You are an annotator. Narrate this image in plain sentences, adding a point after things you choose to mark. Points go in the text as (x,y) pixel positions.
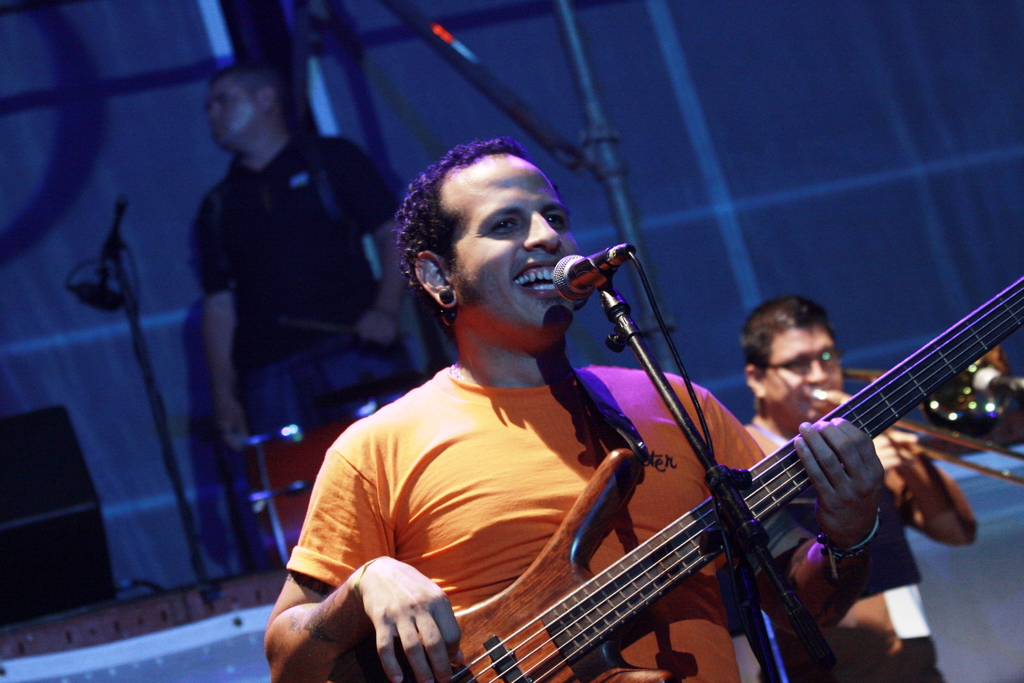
There is a man (528,411) standing, singing and playing guitar (561,620). There is a mic (592,285), in front of him. In the background (777,413) there is another person (797,317). He is playing an instrument (901,437). Backside to him, there is another person (277,290). He is playing drums (281,436).
